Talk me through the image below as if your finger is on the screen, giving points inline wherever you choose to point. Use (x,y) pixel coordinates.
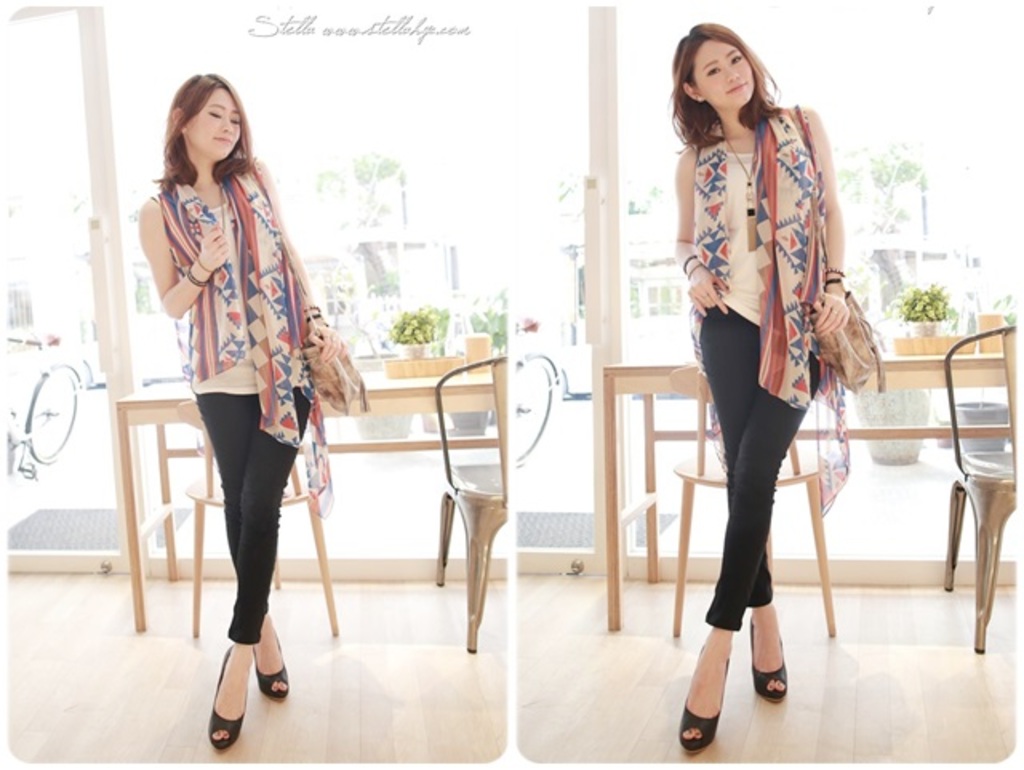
This image looks like it is edited and made as a collage. In this image, we can see a woman (340,351) wearing a scarf (266,320) and a bag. Behind her, there is a table (648,434) along with chairs (504,491). In the background (883,500), there is glass window (883,500).
